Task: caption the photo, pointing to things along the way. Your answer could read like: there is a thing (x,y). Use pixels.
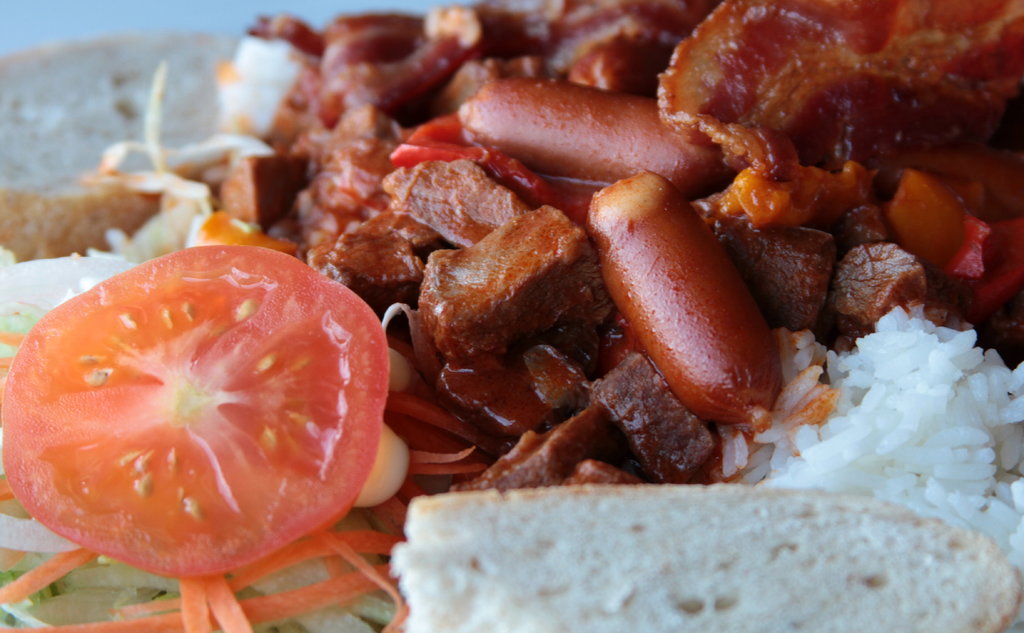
In this image I can see food items (144,280) like tomato (261,502), bread (578,563), rice (902,423), carrot (254,617) and some other.
